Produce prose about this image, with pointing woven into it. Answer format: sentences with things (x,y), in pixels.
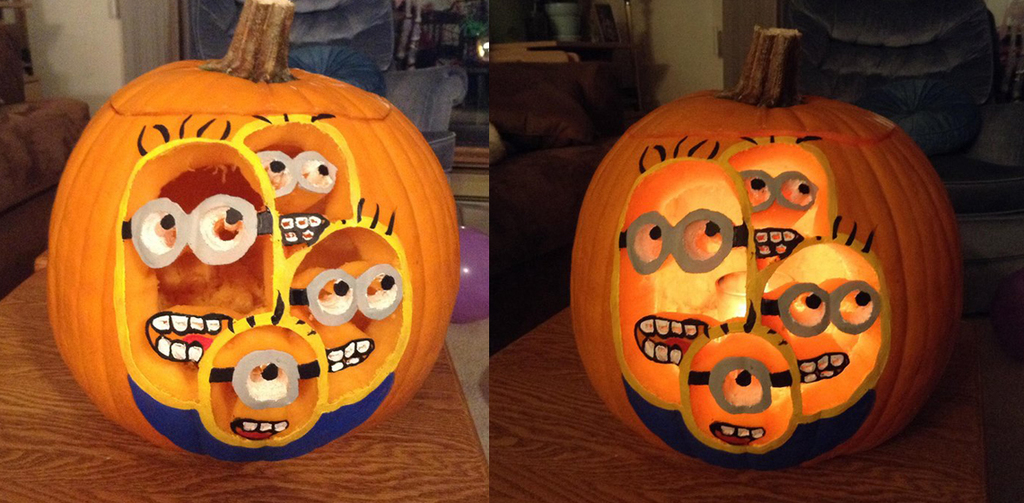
Here we can see collage of two images in this we can find pumpkins (581,232), balloon (466,264), sofa chairs (443,89) and blurry background (468,23).
